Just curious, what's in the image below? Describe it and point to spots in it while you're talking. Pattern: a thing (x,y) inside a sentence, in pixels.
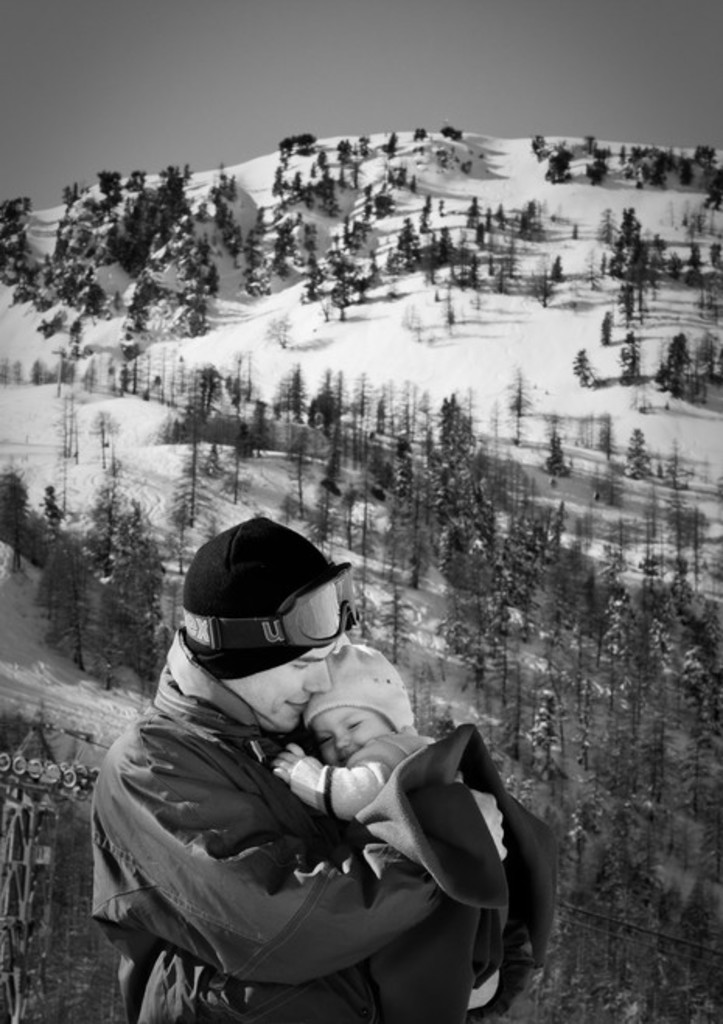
In this image I can see the black and white picture in which I can see a person (186,867) wearing jacket (201,875), cap (194,611) and goggles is standing and holding a baby (346,721). In the background (474,653) I can see the cable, a mountain (442,291), snow (428,350) on the mountain (454,341), few trees (446,424) on the mountain (378,235) and the sky (311,104).
